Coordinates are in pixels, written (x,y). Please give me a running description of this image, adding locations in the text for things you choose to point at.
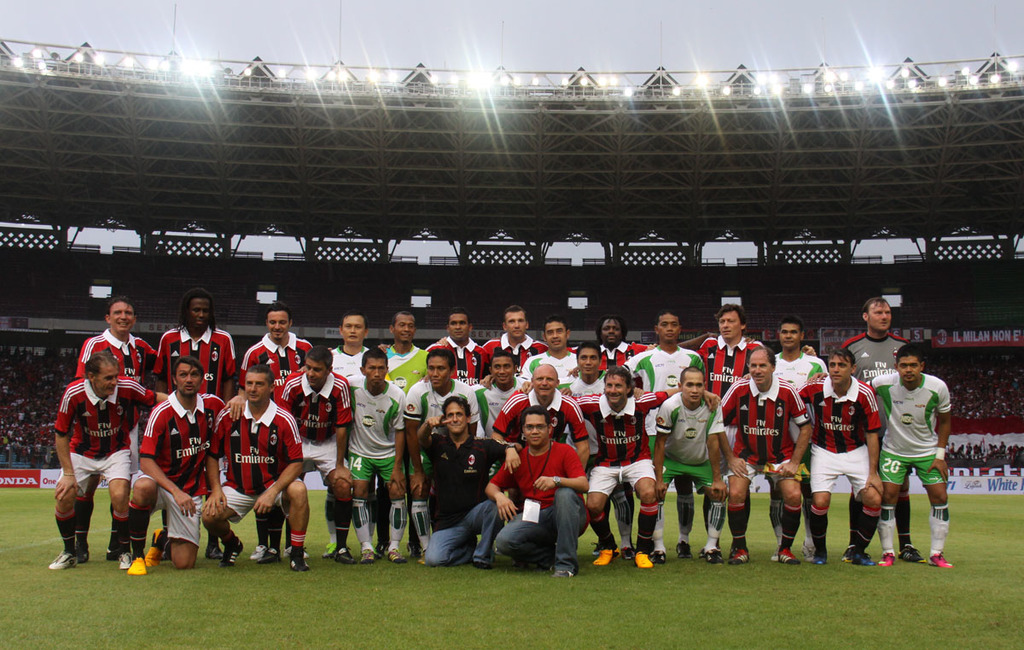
In this image, we can see a stadium (910,287). There are persons (544,376) in the middle of the image (521,343) wearing clothes (740,383). There are lights (199,69) at the top of the image (608,80).
